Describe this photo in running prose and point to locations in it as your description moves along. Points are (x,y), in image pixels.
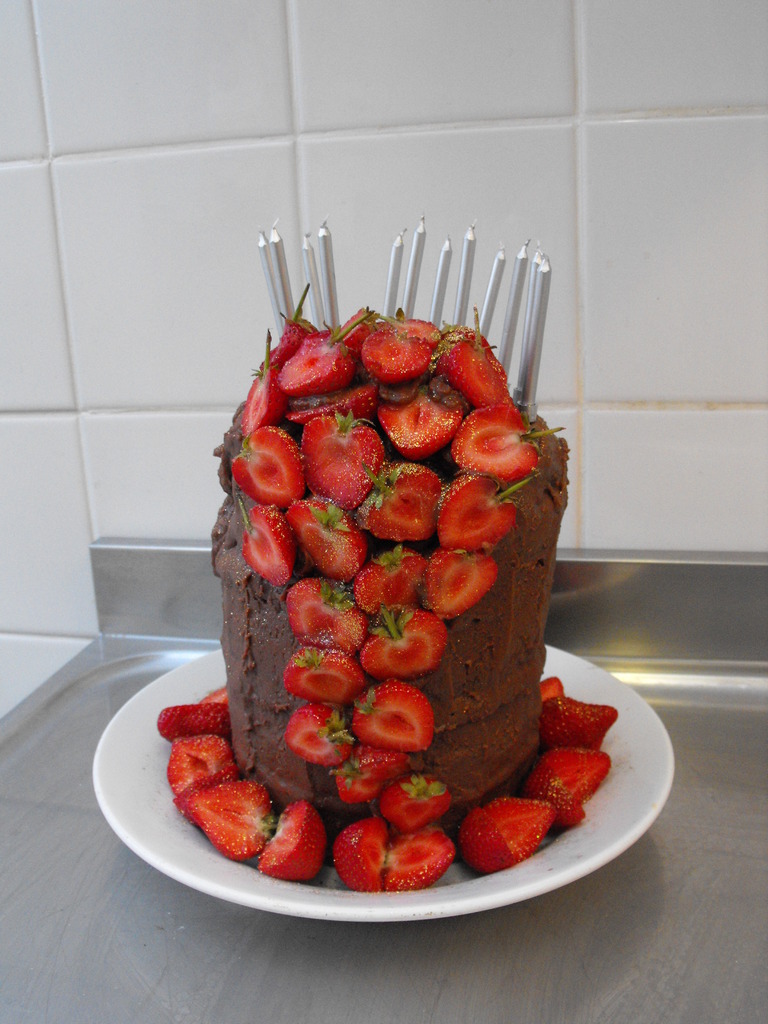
In this image we can see cake (486,651) in a white color plate (155,702) which is decorated with strawberries (425,526) and candles (313,291). The plate (614,741) is on the metal surface (507,964). There is a wall (136,281) in the background (615,322).
